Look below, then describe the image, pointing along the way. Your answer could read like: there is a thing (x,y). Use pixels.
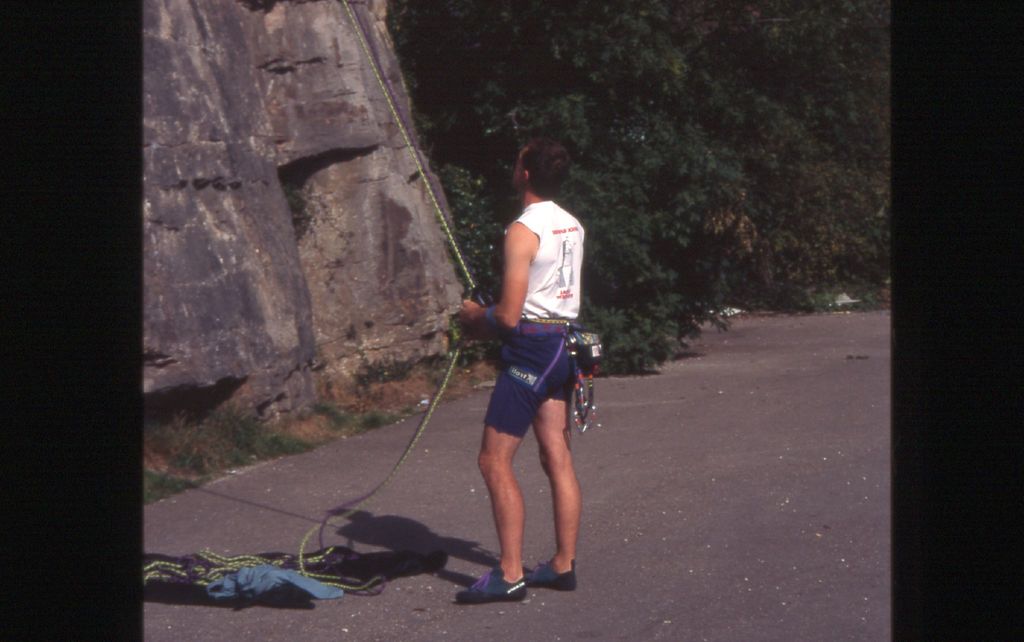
In this picture in the center (537,304) there is one man (504,312) who is standing and he is holding a rope (457,336), and in the background (511,186) there are some trees (647,124) and mountains (269,387). At the bottom (458,479) there is a road (724,440).
